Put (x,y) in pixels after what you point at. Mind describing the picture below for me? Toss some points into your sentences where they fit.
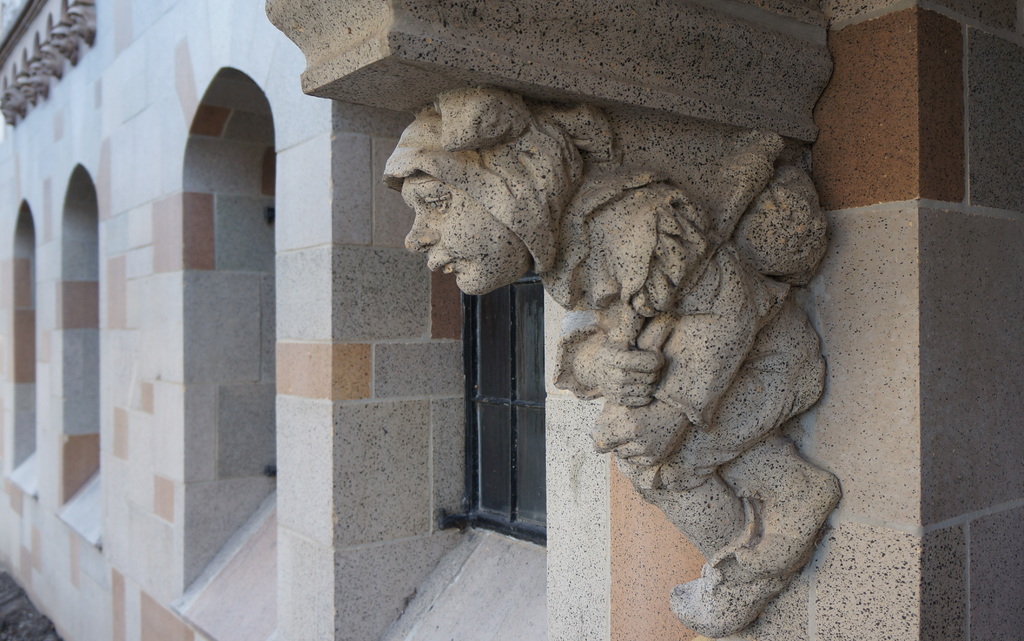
In this picture, we can see the wall (545,83) with windows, carved object (726,421) attached to the wall (63,614), and we can see the ground (17,634).
